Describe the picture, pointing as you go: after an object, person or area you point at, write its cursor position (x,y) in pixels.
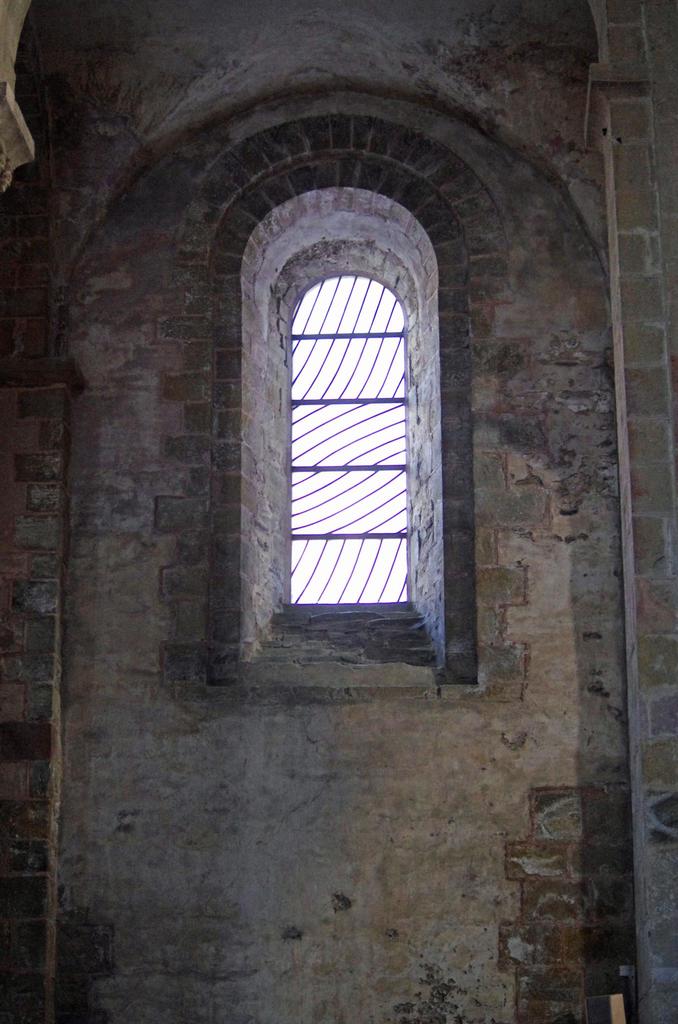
In this image there is a wall (378,863) and we can see a window (298,558).
